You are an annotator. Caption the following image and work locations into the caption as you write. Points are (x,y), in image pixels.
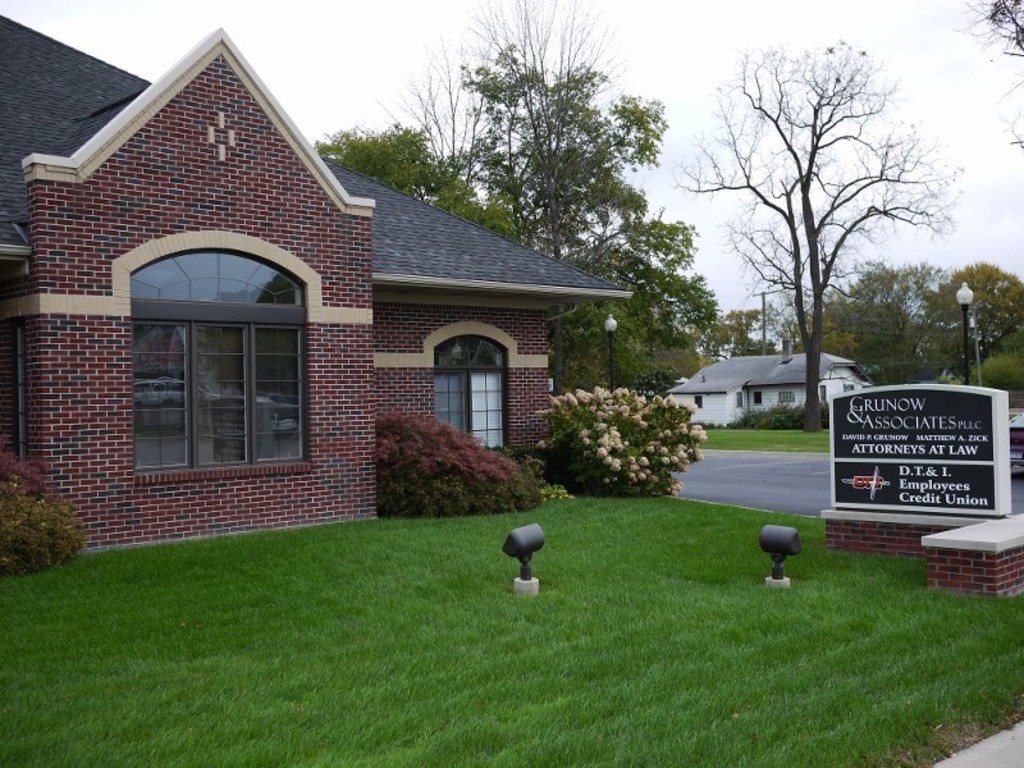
In this image we can see grass (614,649) on the ground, objects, texts (918,490) written on a board (933,473) on a platform (859,528). In the background (220,482) we can see houses (306,486), windows (488,436), trees (892,368), plants (446,439) with flowers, road (749,464), light poles (957,292) and clouds (297,81) in the sky (728,279).
